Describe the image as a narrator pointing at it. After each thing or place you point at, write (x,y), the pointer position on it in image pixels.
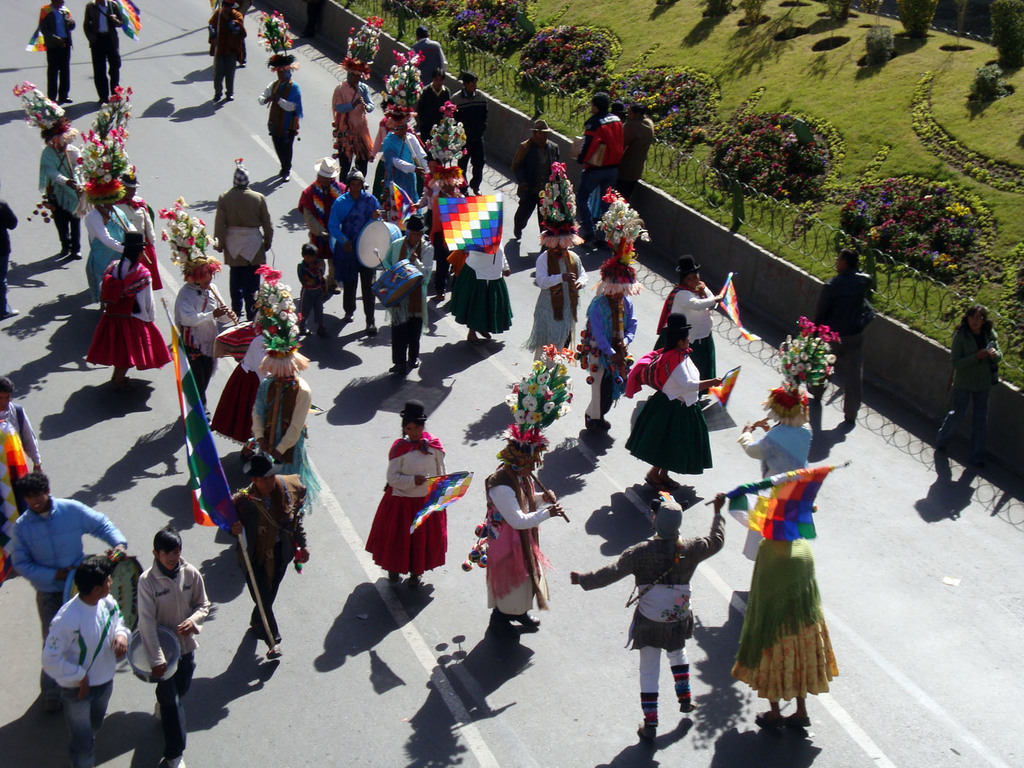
On the bottom (679,653) there is a man (655,591) who is wearing cap (671,506), gloves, shirt (679,582) and shoe (650,732). He is holding a flag (736,494), beside him there is a woman (781,593) who is wearing green dress (787,576). Here we can see a person (502,600) who is wearing flowers cap (545,397) and he is doing flute (552,491). On the left (67,607) we can see group of persons (273,539) walking on the road (317,640). Here we can see woman (994,341) who is standing near to the wall (916,346) and fencing (956,331). On the top right corner (683,10) we can see grass (723,32), plants (739,143) and trees (1020,60). On the top left (51,83) there are two persons (97,49) were holding a flag (138,23). Here we can see a woman (468,211) who is holding a flag (443,227).
